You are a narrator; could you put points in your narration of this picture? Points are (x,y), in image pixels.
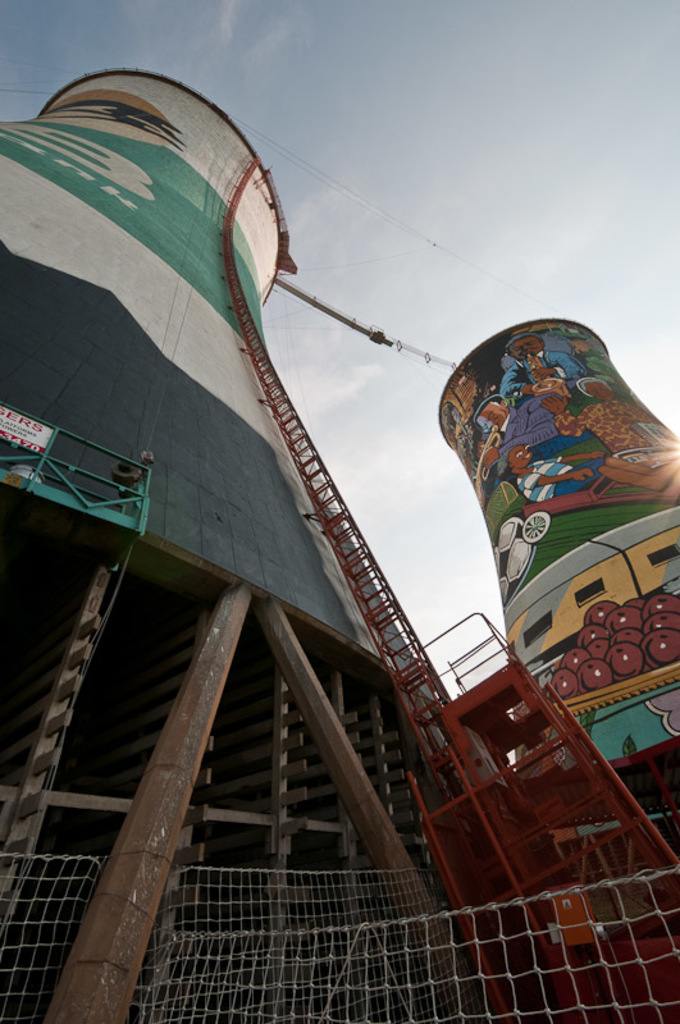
In the foreground of this picture (253,355), there are two tanks (506,396) on which graffiti paintings (547,433) are painted on it and also there is a ladder (326,494) attached to one of the tank (229,548) and on the bottom (458,952), there is fencing (455,976). On the top (472,316), there is the sky (450,617).
